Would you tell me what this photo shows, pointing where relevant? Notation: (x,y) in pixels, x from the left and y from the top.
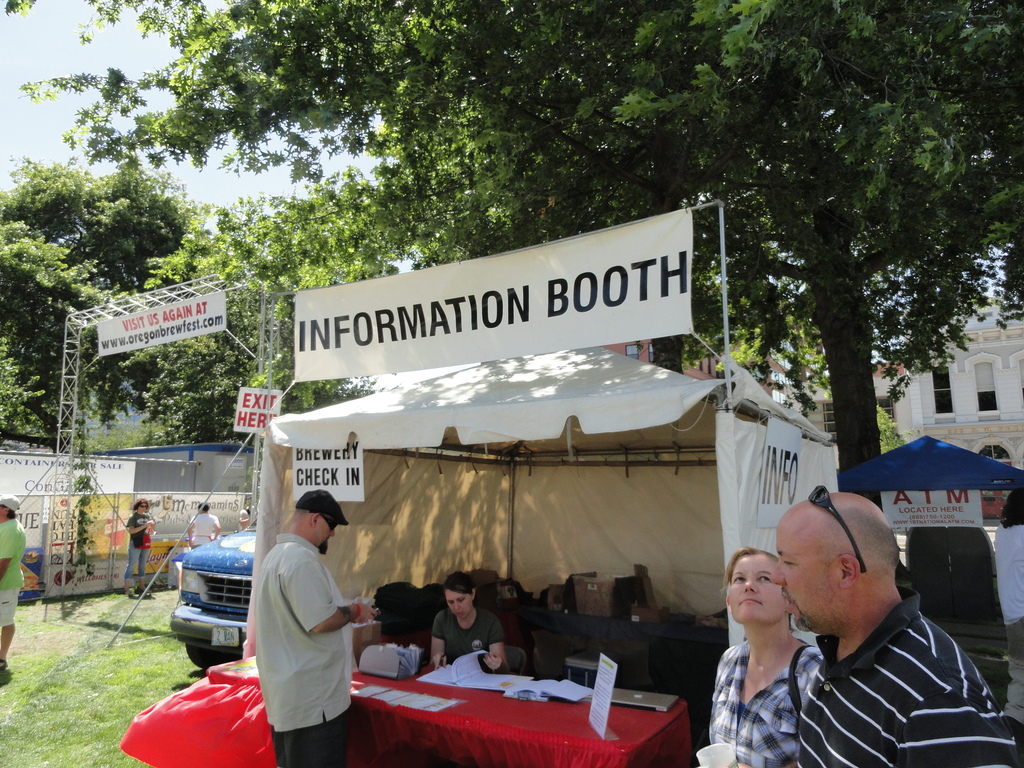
In the image on the right side (789,587) we can see two persons (810,671) were standing and holding some objects (713,747). In the center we can see one person (294,627) standing and one person (453,658) sitting and they were holding some objects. Between them, we can see one table (472,724). On the table (503,718), there is a cloth (519,720), laptop (644,704), banner (597,711) and papers (501,679). In the background (565,236) we can see the sky (9,35), clouds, trees (598,177), buildings (949,391), grass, tents (426,565), banners (652,237) and few people (140,547) were standing.
